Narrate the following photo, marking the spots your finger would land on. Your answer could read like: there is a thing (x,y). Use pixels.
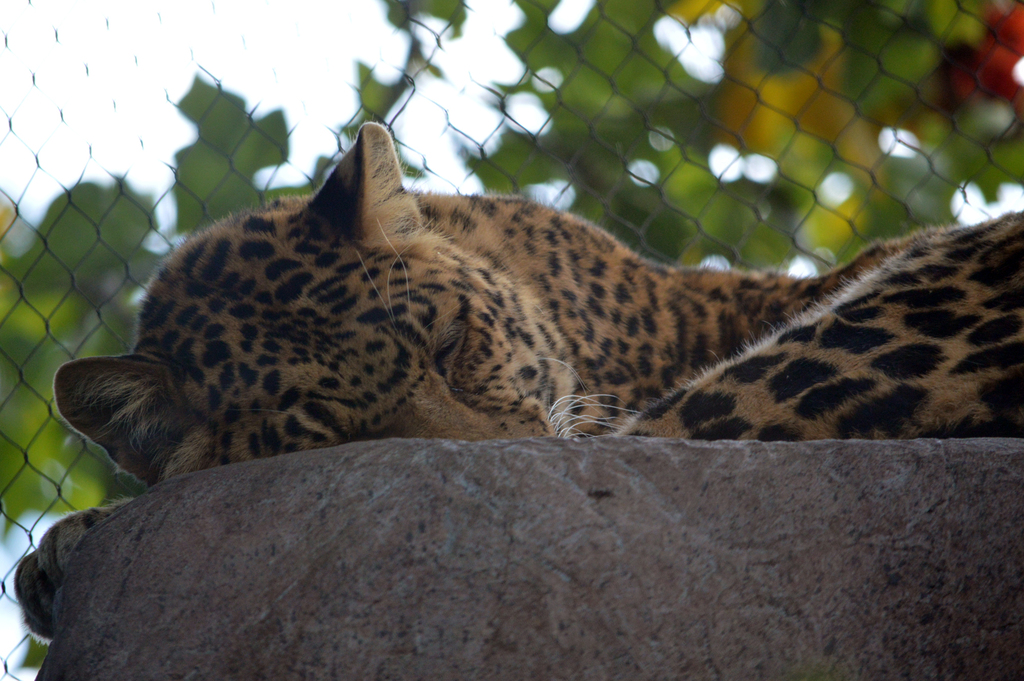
In the image there is an animal (795,372) lying on a rock (497,511), behind the animal (532,228) there is a mesh (445,162) and the background of the mesh (762,153) is blur.
